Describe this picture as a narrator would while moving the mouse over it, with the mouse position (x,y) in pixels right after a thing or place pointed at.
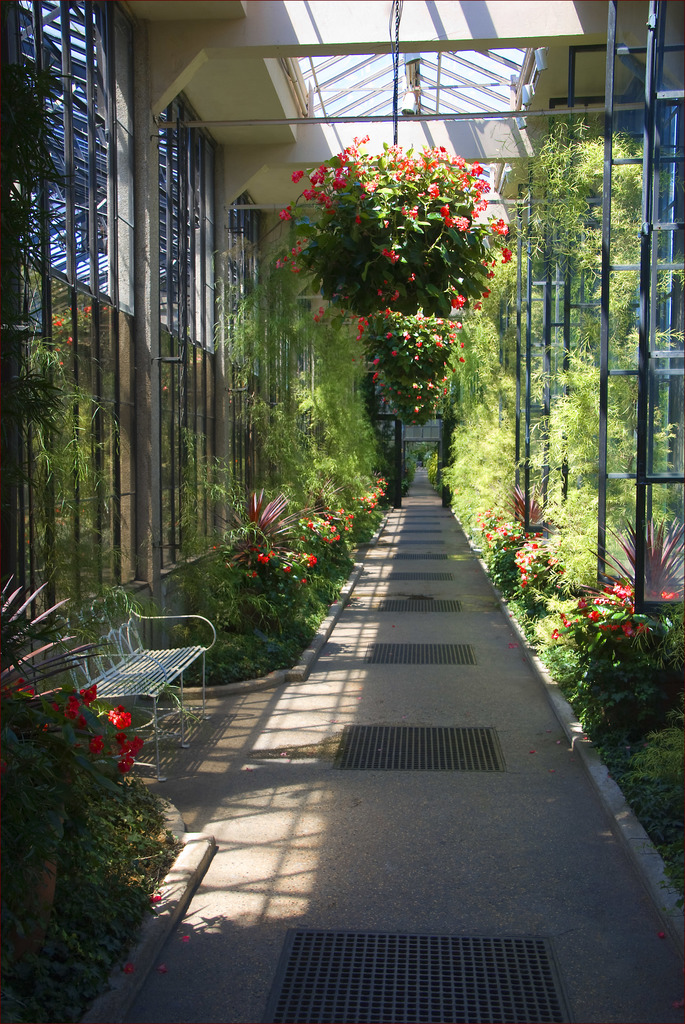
In this image we can see an inside view of a building (413,20) containing a group of flowers (585,607) on plants (324,500). To the left side of the image (132,670) we can see a bench (154,712) placed on the ground (246,760). In the background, we can see a pathway (449,767), group of windows (637,395) and some pillars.
